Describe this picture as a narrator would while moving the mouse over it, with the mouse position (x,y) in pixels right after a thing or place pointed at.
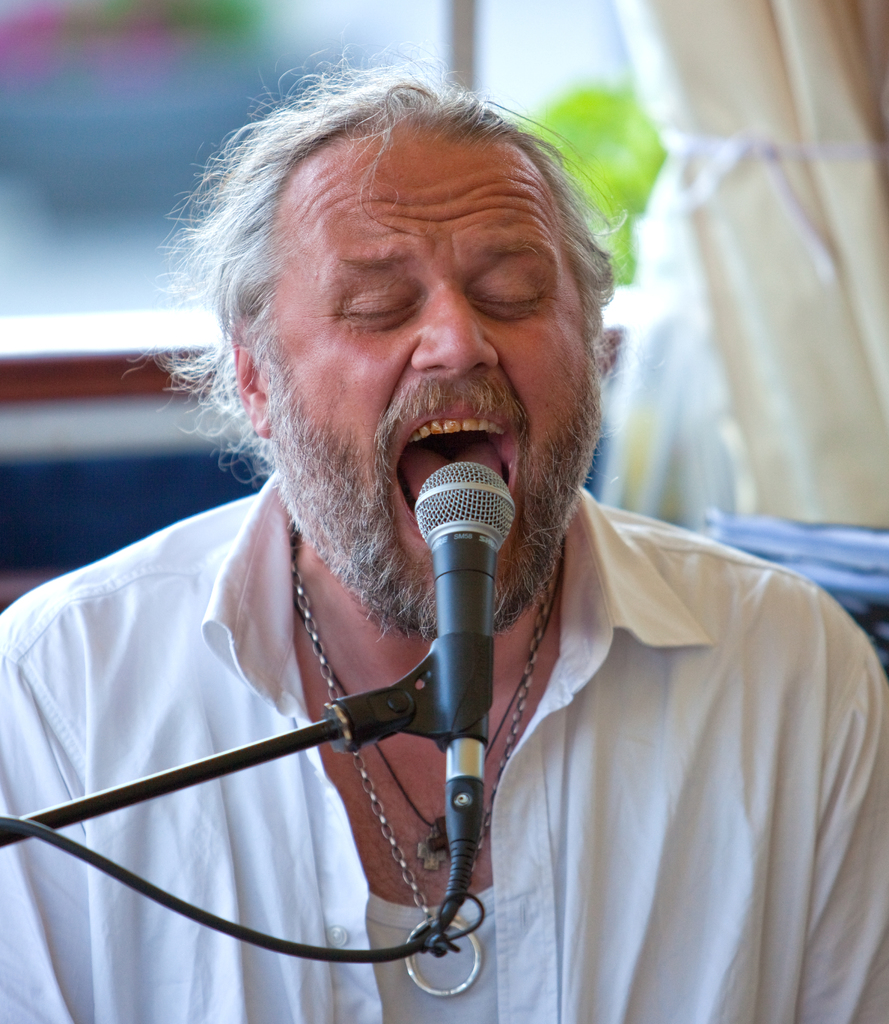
There is one person (433,791) wearing a white color shirt (307,791) is in the middle of this image (592,663). We can see a Mike (365,706) on the left side of this image (275,754). It seems like a glass window (154,122) and a curtain (740,169) in the background (765,217).
